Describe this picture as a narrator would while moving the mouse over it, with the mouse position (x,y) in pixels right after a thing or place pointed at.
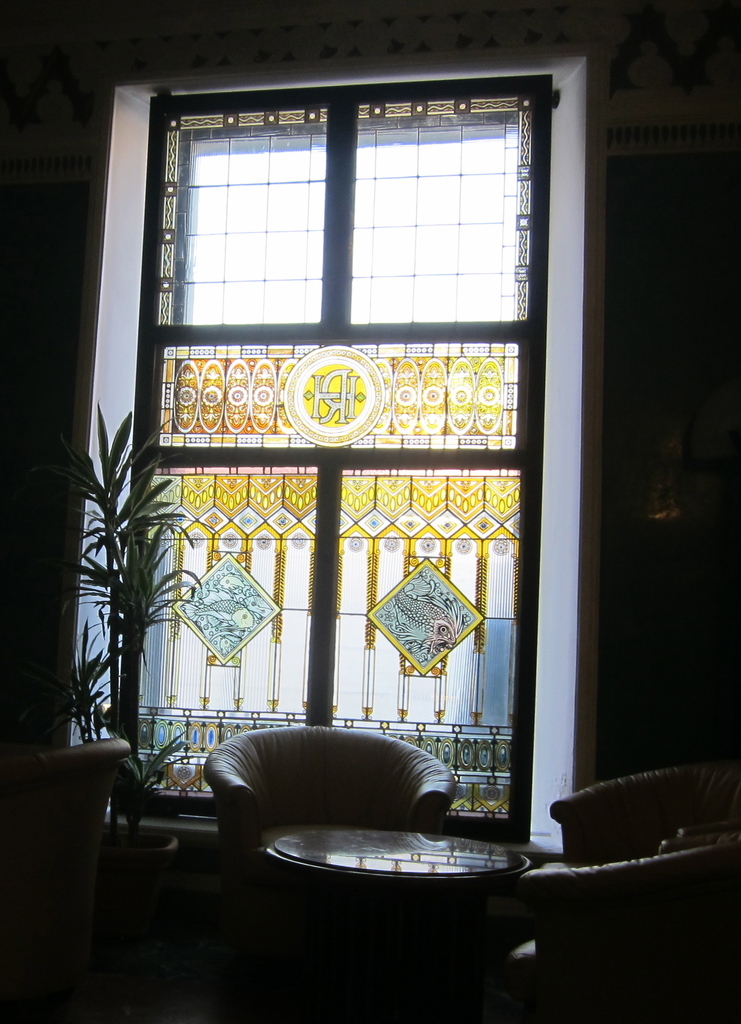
In this image i can see a window (247,487), plant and couch (334,784).
